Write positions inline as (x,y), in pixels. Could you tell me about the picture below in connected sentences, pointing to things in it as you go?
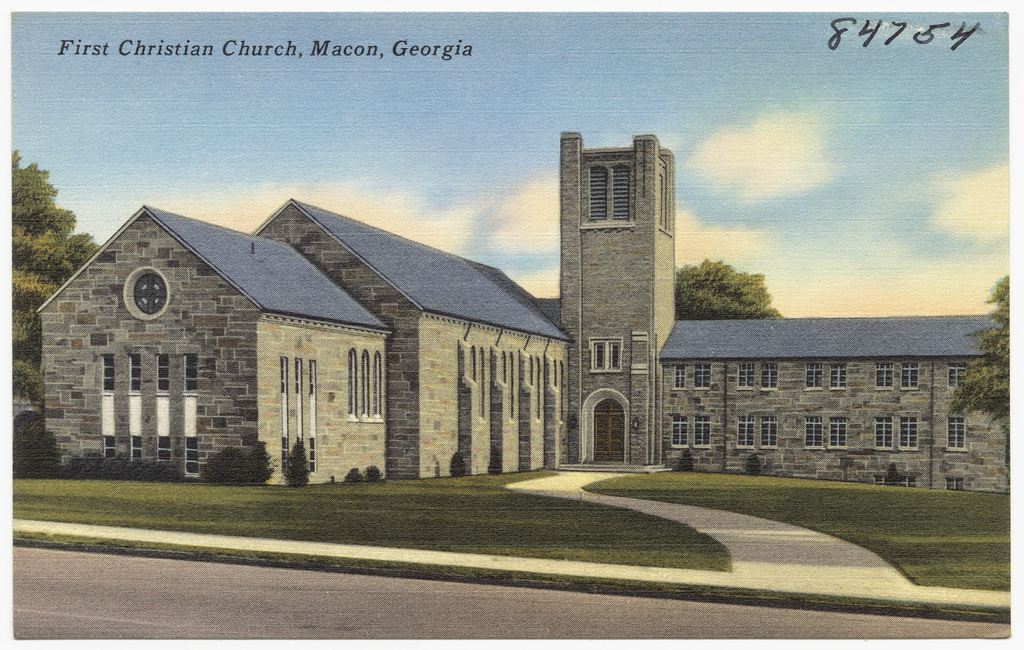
In the image there is a portrait (151,360) of some architecture (415,347) and around that there are few trees (975,345).
